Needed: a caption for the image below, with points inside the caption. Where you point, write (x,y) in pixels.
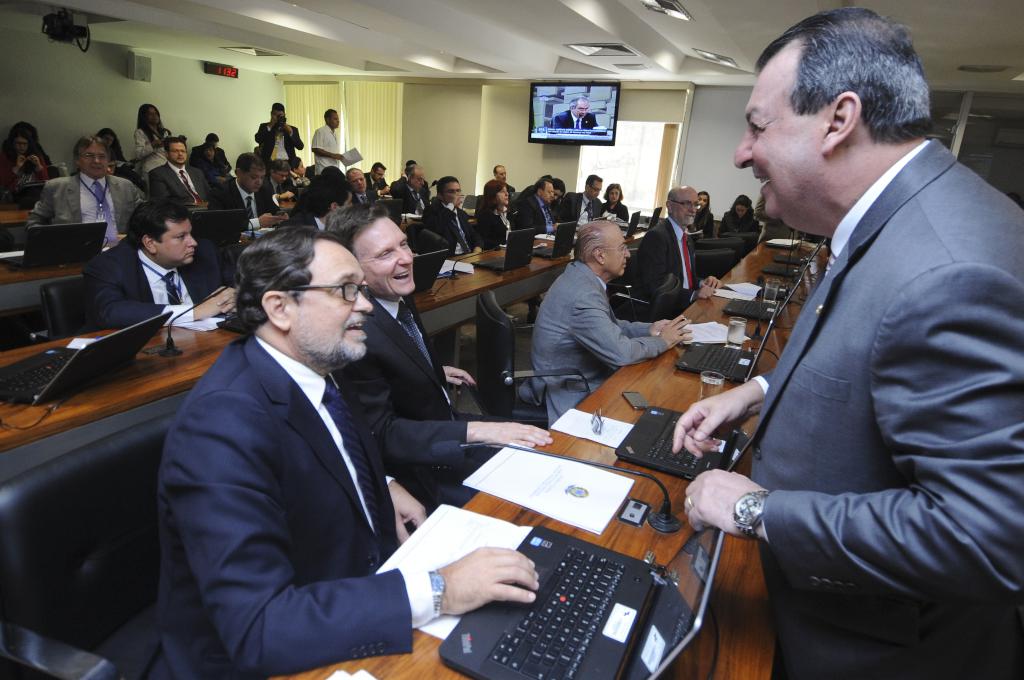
In this picture we can see some people (442,391) sitting on chairs (424,249) in front of desks (750,340), there are laptops (564,641) in front of them, we can see some papers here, on the right side (787,419) there is a person (791,422) standing here, in the background (600,136) there is a television (587,114), we can see ceiling (517,48) at the top of the picture (451,8).
